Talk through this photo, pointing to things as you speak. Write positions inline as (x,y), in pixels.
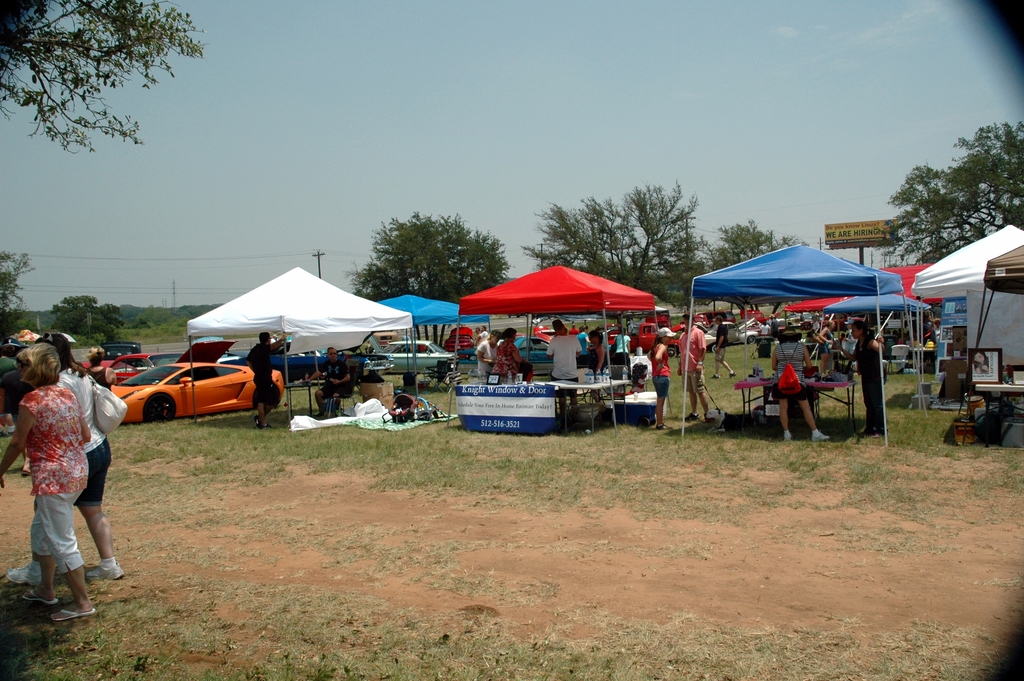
In the foreground of the picture (402,569) there is plant (506,665), soil (556,533) and grass (716,504). On the left (84,459) there are people (70,462), plants (8,302) and trees (126,313). In the center of the picture (660,390) there are canopies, people (266,354) and cars (191,398). In the background (626,253) there are trees (595,233) and sky (418,161) and there are pole (863,252), hoarding (874,237).
